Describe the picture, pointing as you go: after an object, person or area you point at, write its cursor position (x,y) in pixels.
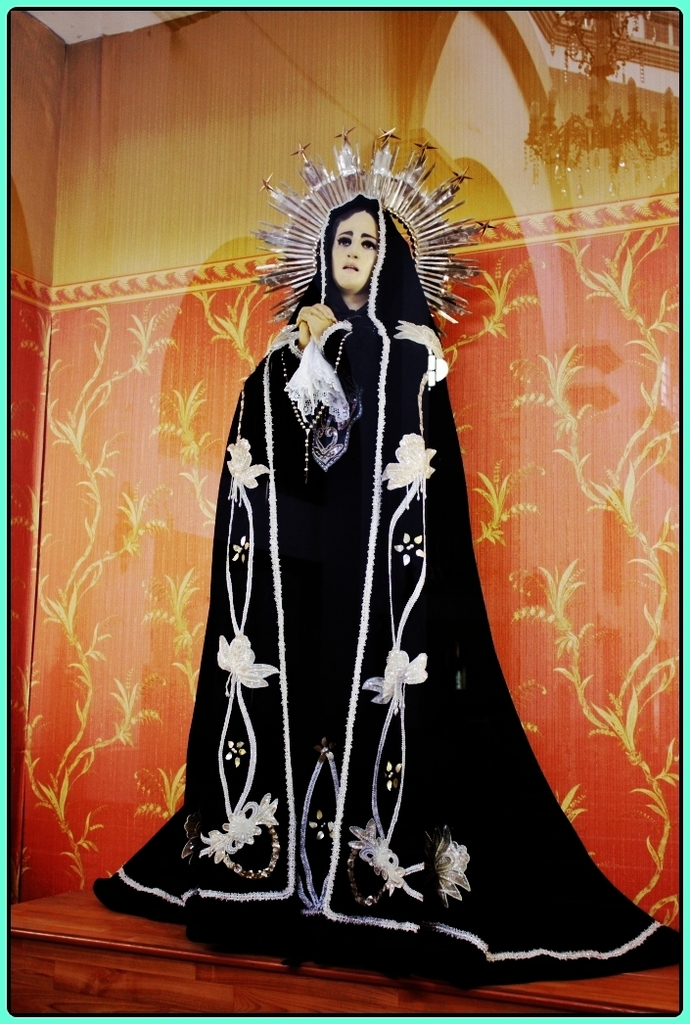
In this image in the center (357,450) there is a statue (378,641) and in the background (550,484) there is a wall (137,560).
